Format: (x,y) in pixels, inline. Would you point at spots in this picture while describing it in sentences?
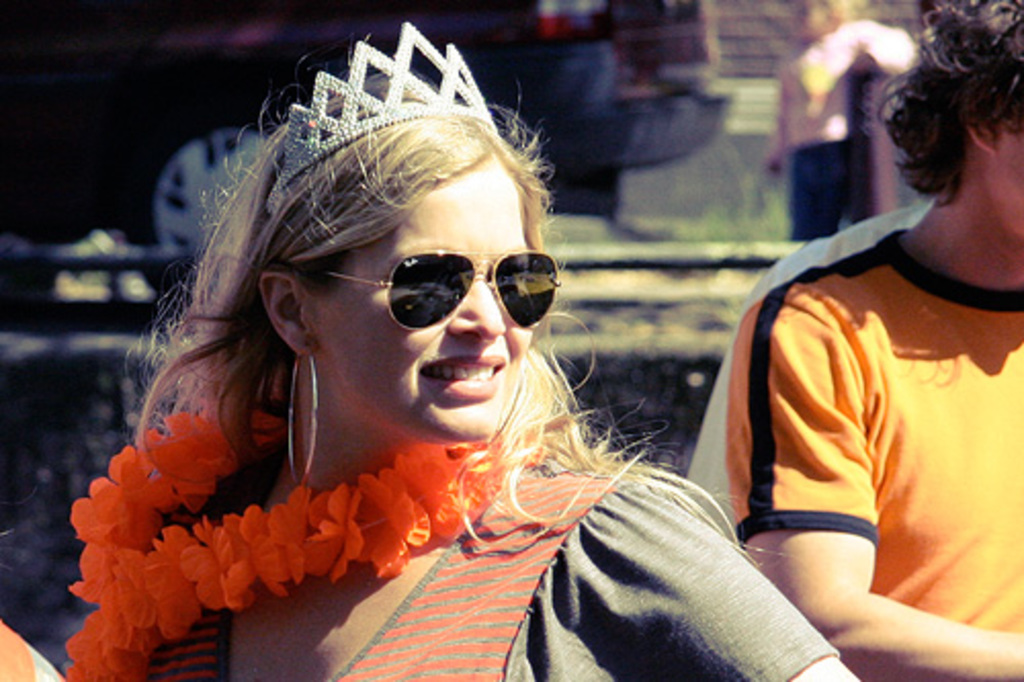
In this picture we can see a woman (306,680) wore a crown (478,98), goggles (402,320), garland (189,420) and smiling and beside her we can see a person (902,640) and at the back of them we can see a vehicle (258,78) and a child (823,37) standing on the ground (663,228).
